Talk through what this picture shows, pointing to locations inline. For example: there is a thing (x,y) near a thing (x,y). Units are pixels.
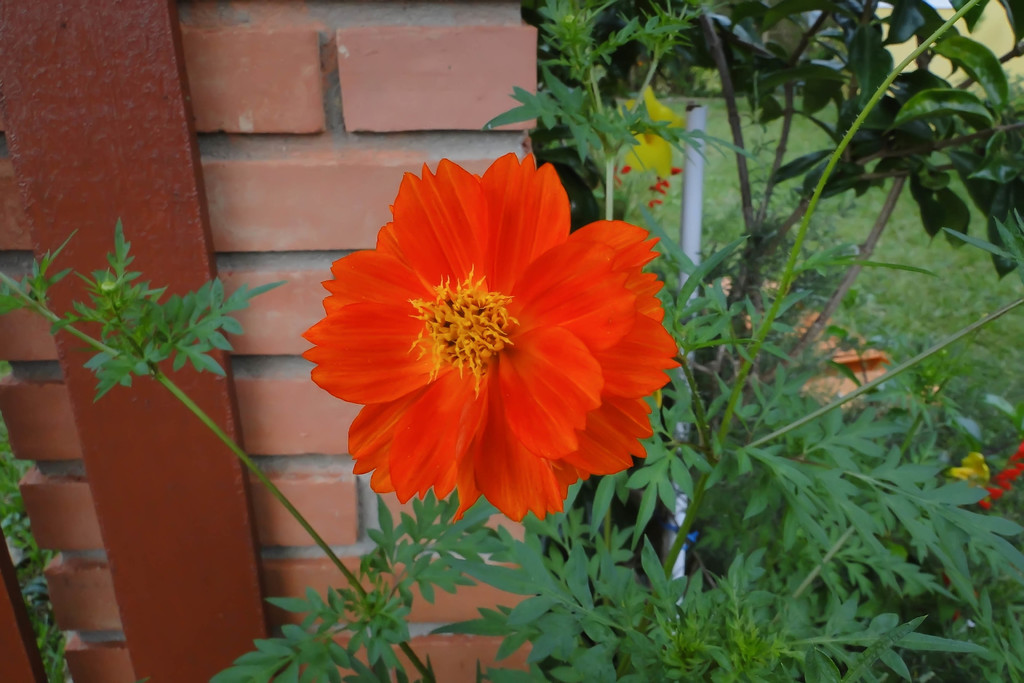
This image is taken outdoors. In the background (233,233) there is a wall (329,110). On the right side of the image (904,277) there is a ground (919,288) with grass (904,277) on it and there are a few plants (622,558) with stems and green leaves (873,568). In the middle of the image (432,329) there is a flower (519,387) which is orange in color.
